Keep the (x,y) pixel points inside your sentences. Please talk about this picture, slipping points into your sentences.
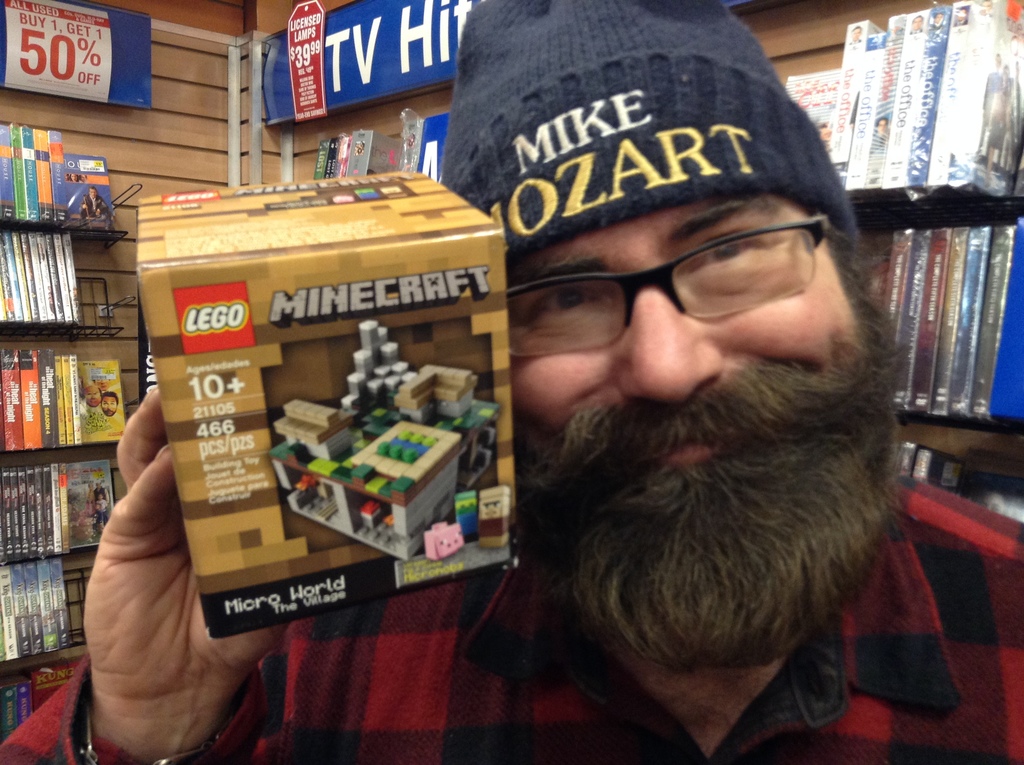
this picture shows a man (225,763) standing and holding a lego minecraft game (448,581) in his hand (168,546) and the person (685,232) is wearing a cap (487,8) on his head (852,268) and a spectacles (512,293) on his face (846,296) and we can see a book shelves (3,538) back of him.
